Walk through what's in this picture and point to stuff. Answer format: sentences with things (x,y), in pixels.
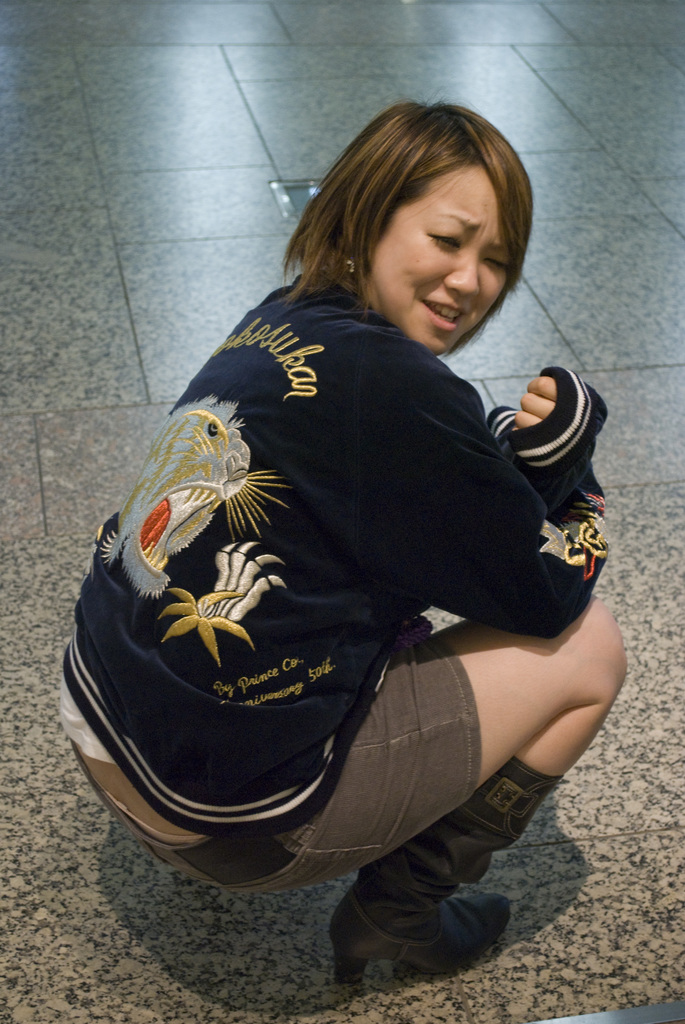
In this Image I can see the person (387,657) with navy blue and grey color dress (234,604). she is also wearing the boots (410,938). She is on the floor (143,260).
